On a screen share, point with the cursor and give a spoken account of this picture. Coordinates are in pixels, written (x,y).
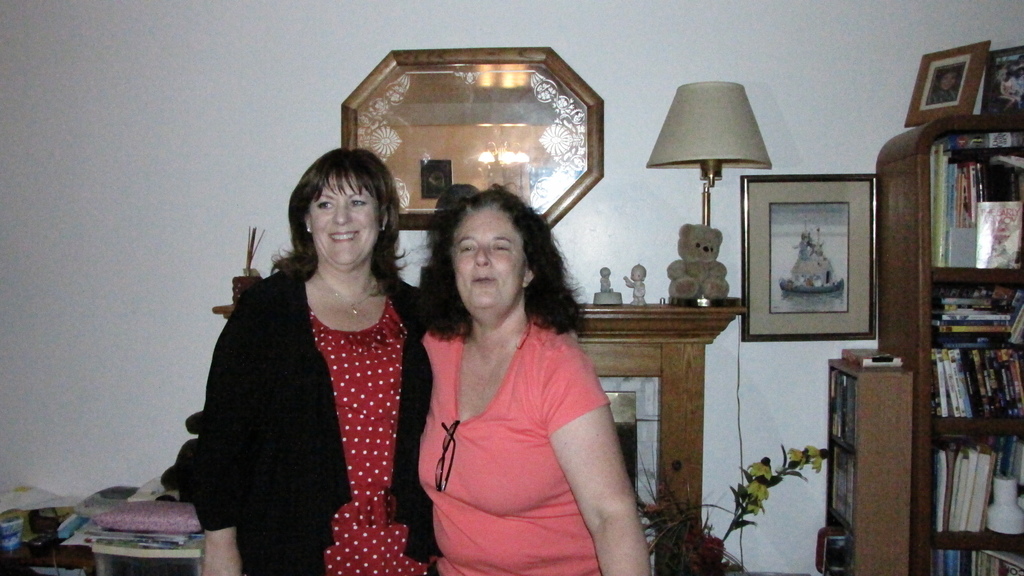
In this picture we can see two women (424,447) standing here, in the background (219,107) there is a wall (230,113), we can see a mirror (484,140) here, there is a lamp (706,171) here, on the right side (977,444) there is a rack (977,444), we can see some books (984,478) on the rack (969,432), there is a portrait (871,321) here, we can see a teddy bear (691,293) and toys (641,290) here, we can see flowers (743,508) here, at the right top of the picture (991,113) there is a photo frame (985,98).
